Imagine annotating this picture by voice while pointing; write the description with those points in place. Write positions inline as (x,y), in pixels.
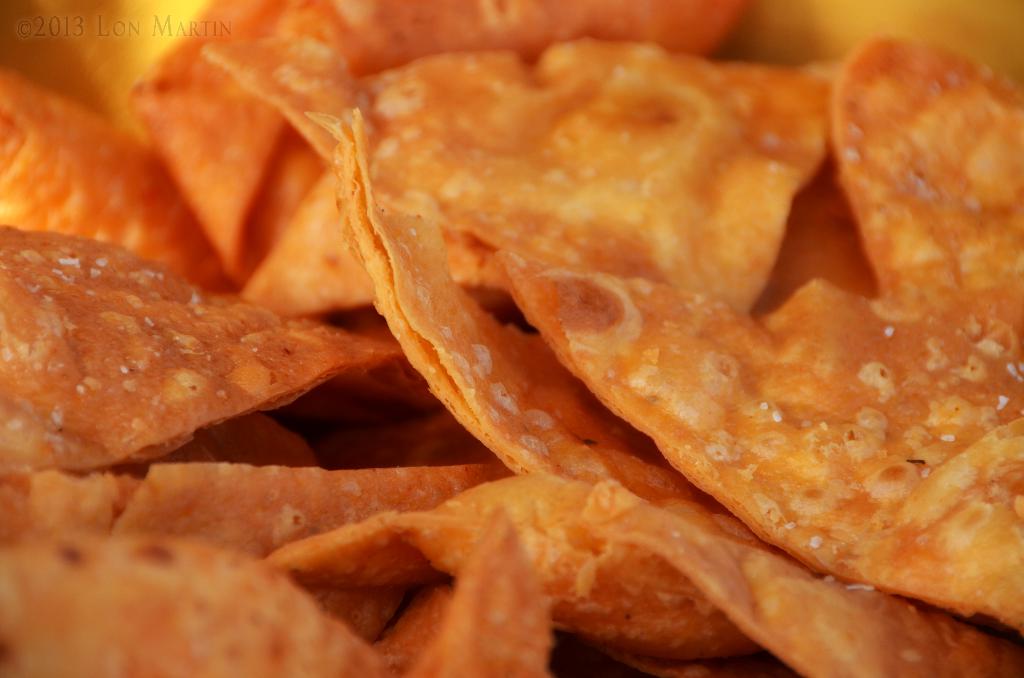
In this image there is food item (233,381), on the top left (124,37) there is text (222,37).
